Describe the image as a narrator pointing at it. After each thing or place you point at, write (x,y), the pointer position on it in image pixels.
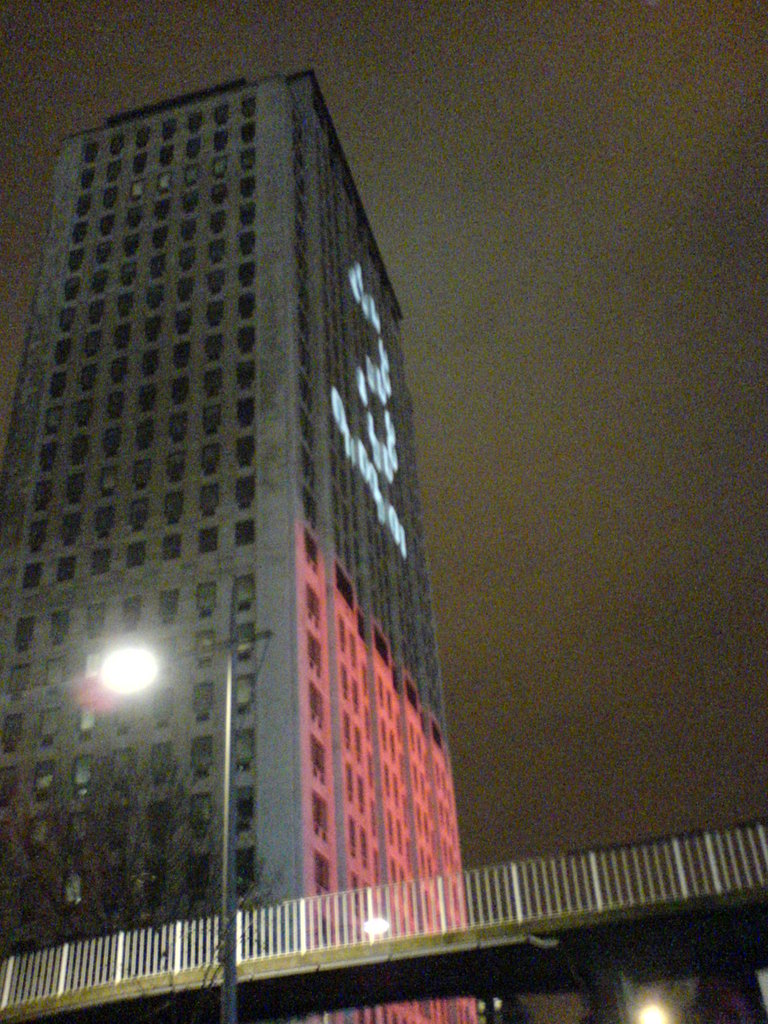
In this image there is a building (249,455). In front of the building (287,805) there are trees (103,869), a bridge (86,961) and a street light pole (135,676). Behind the building (318,348) there is the sky (413,107).
